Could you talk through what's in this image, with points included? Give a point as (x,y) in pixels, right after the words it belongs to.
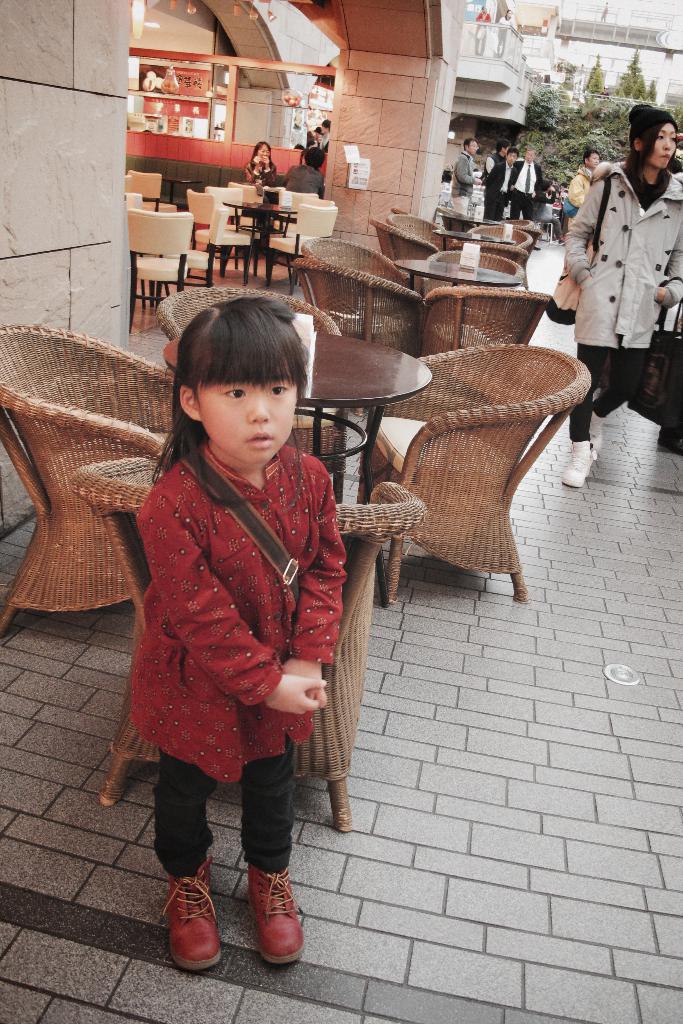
In the image we can see there is a girl (259,555) who is standing and at the back (433,397) there are tables (372,397) and chairs (456,306) and people (500,168) are standing on the footpath (8,796).
